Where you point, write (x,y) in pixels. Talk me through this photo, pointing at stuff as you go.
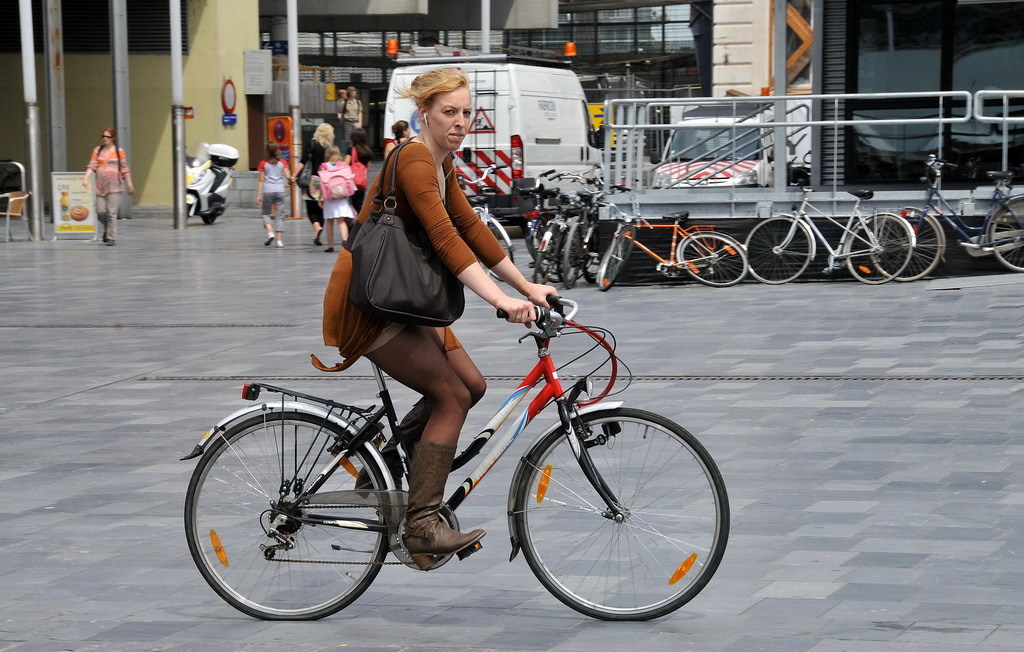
In the middle (591,387) bottom, a woman (465,374) is riding a bicycle (476,476) and she is wearing a black color bag (419,280). In the left middle (326,235), there are group of people (316,198) walking on the road (225,219) and bikes (230,166) are parked and in the middle (567,221) there are bicycles (804,244) parked on the road (916,292). In the top (937,75) there is a building (10,68) visible. This image is taken on the road (130,307) during day time.
